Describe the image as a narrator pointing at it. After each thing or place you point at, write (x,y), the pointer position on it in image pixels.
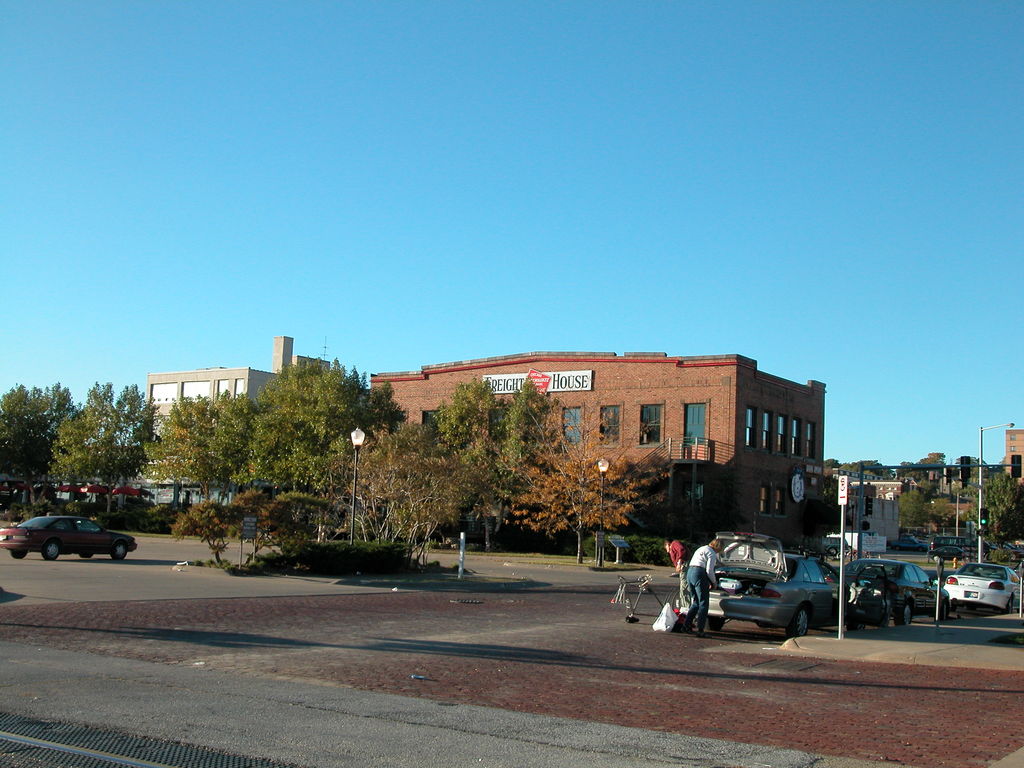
In the image we can see there are many vehicles (813,587) and trees (117,483). We can see there are even people (702,580) wearing clothes (705,561). Here we can see the poles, buildings (668,400) and windows (658,412) of the buildings (652,428). Here we can see the road (232,659) and the sky (417,194).
